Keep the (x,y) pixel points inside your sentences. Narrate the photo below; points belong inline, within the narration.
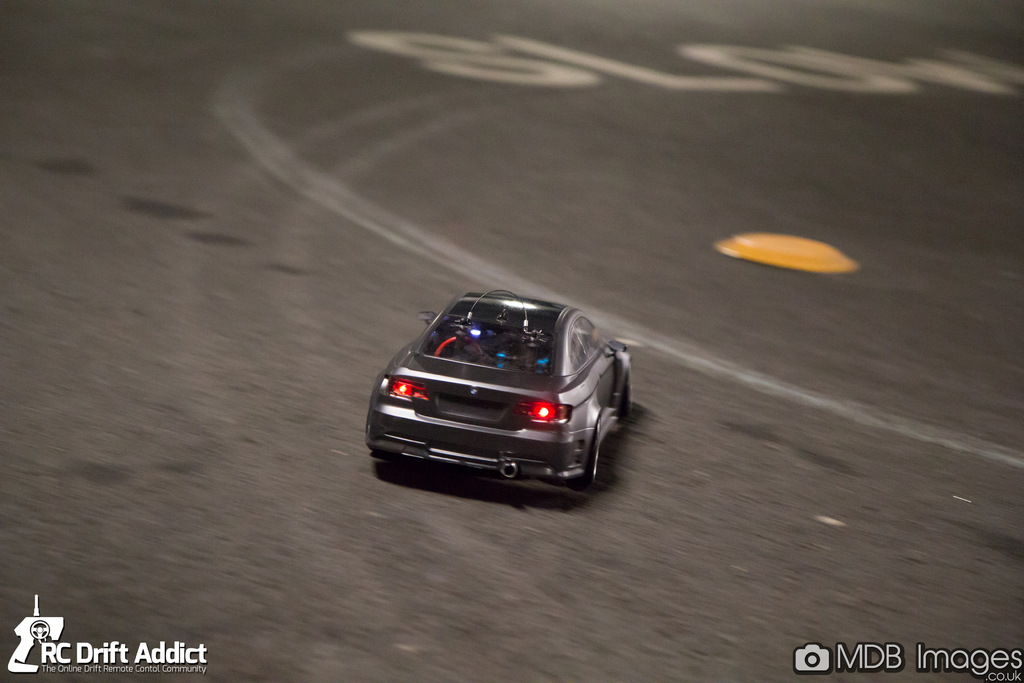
In this picture I can see the road (822,91) on which there is a car (488,374) which is of black in color. I see the watermarks (42,619) on the right bottom (840,648) and left bottom of this image (165,657). In the middle of this picture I see a yellow color thing (773,245).
